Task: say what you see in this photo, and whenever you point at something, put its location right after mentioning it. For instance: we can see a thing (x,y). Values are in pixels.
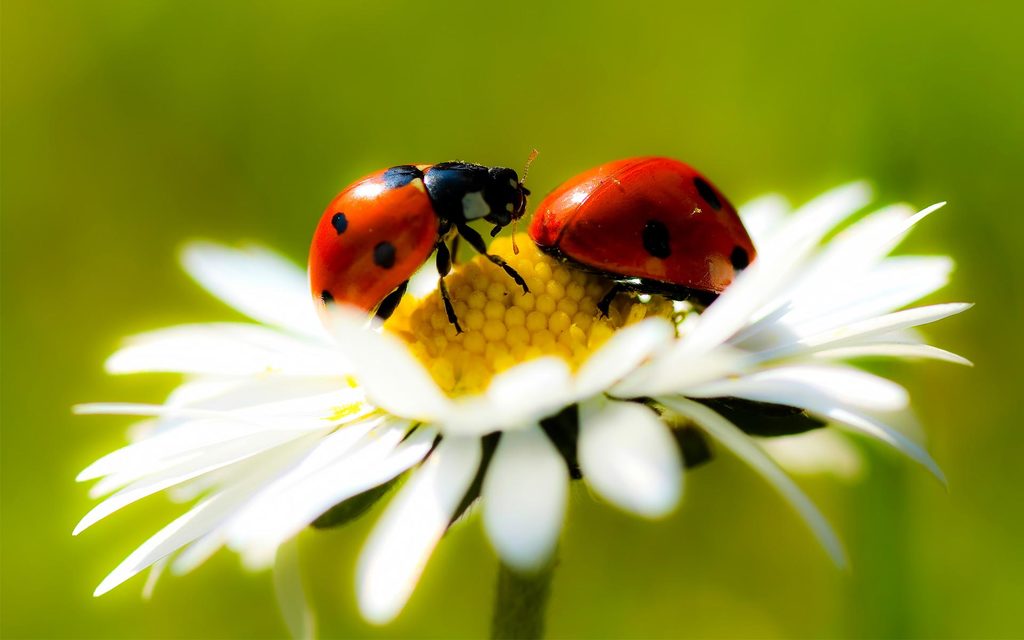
In the image we can see a flower (499,295), on the flower (530,303) there are two insects (379,189). Background of the image (836,13) is blur.
